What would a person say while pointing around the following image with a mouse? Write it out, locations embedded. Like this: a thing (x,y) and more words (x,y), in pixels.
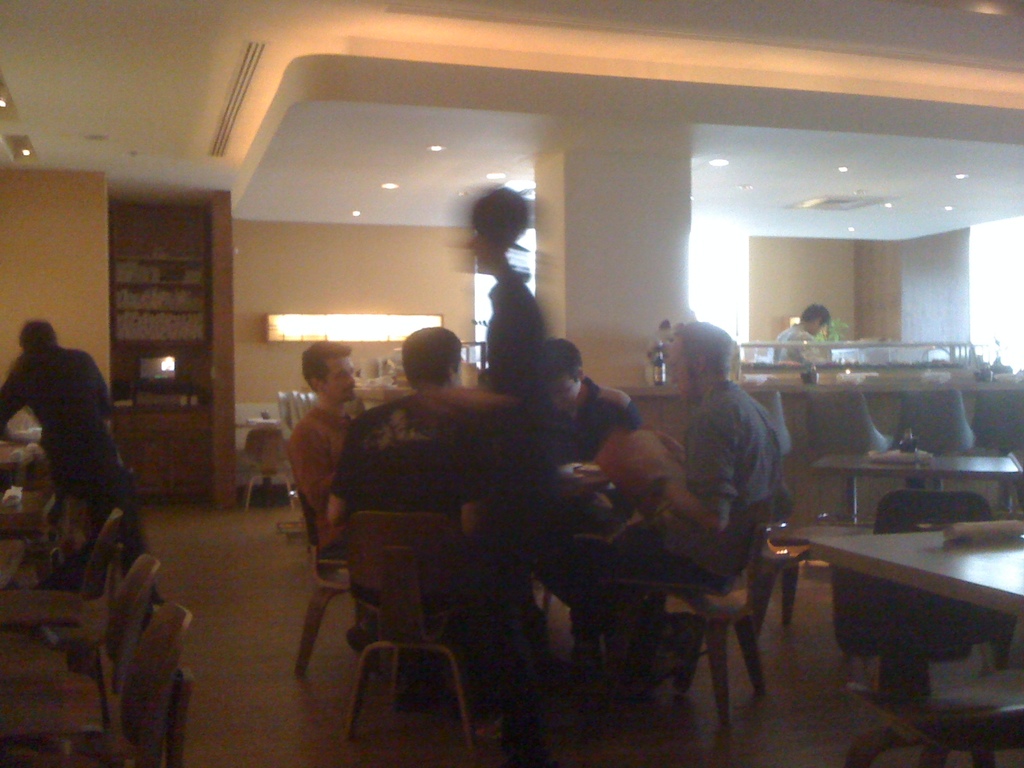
In this image i can see few persons (472,446) sitting on chairs (426,552) around the table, i can see few empty chairs (145,678) and few persons (498,334) standing. In the background (348,268) i can see the wall (390,290), the ceiling (385,149), a monitor (162,380) and a shelf (156,282).
